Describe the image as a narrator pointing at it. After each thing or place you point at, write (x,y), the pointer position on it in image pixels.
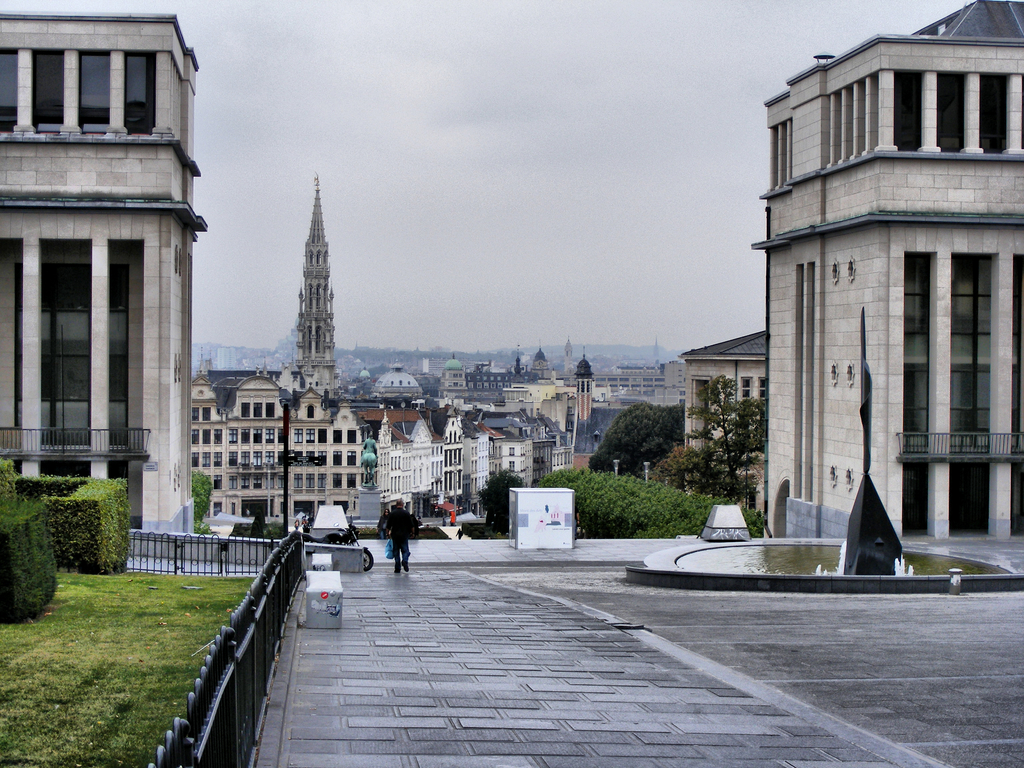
In this image I can see few buildings (988,490) they are in cream and brown color, I can also see a person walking wearing black color dress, trees (628,497) in green color and sky (516,104) in white color.
